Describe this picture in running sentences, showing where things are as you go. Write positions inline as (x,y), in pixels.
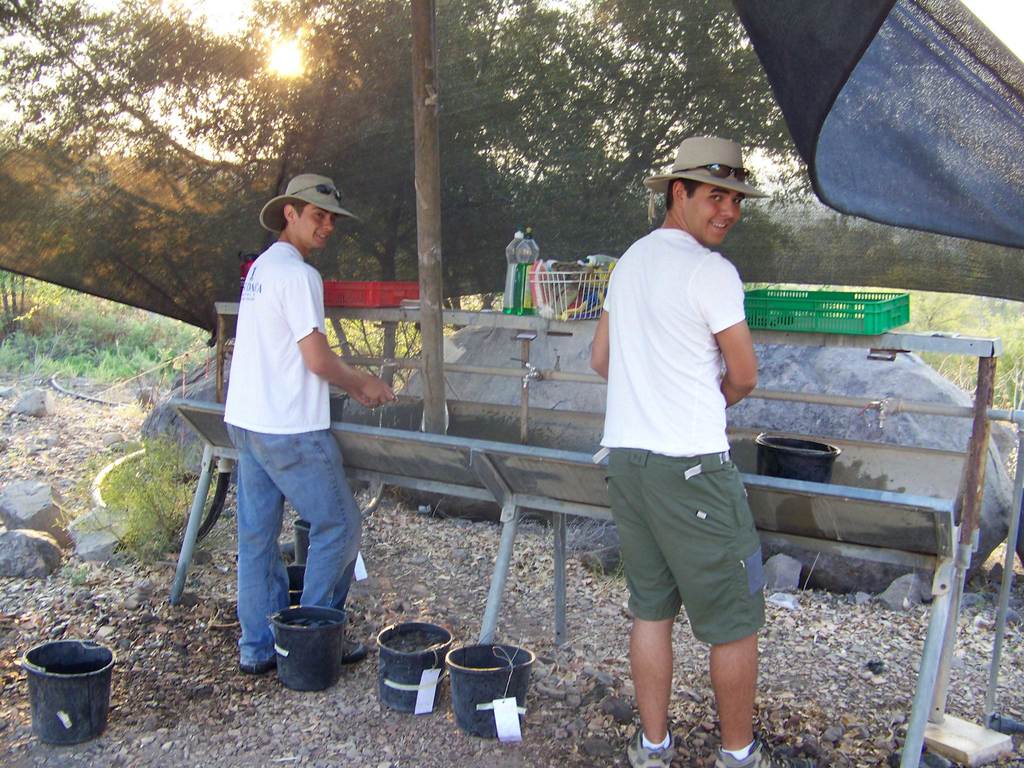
In this picture there are two boys (693,392) wearing white color t-shirt (624,405) and blue jeans (315,447) or green short (708,523) standing at the steel wash basin (557,480) and giving a pose into the camera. Behind there is a green and red color basket (746,308) and many trees (364,244) in the background (468,170). In the front (407,649) bottoms side there are four black buckets (325,670) placed on the ground (412,733).
